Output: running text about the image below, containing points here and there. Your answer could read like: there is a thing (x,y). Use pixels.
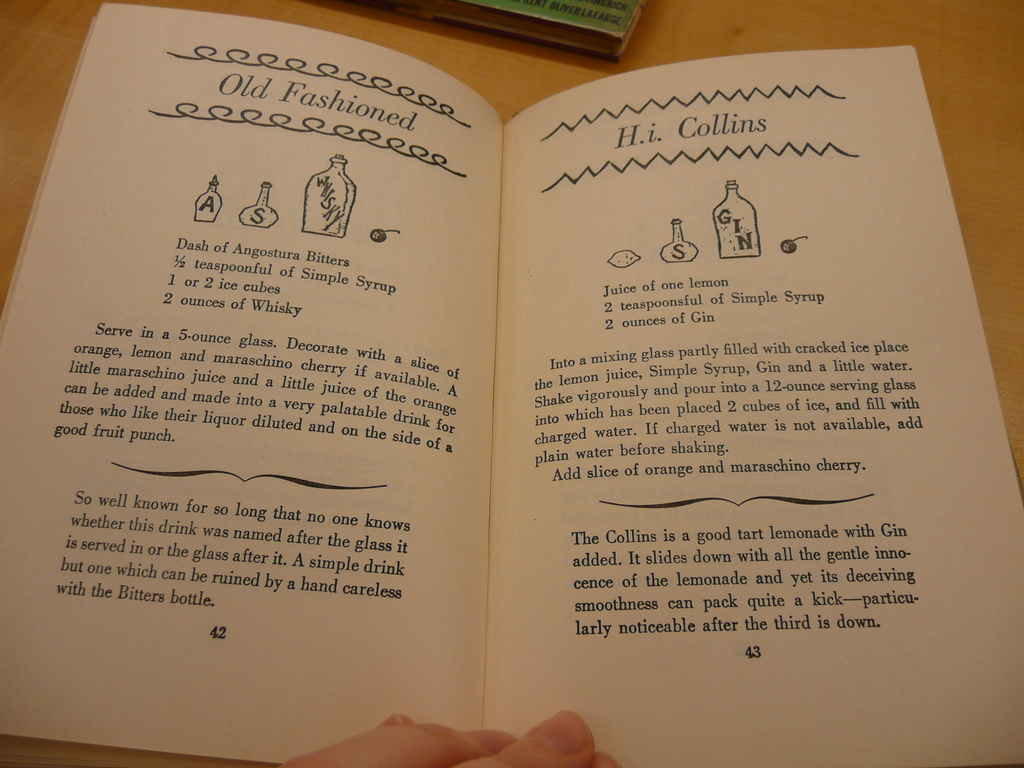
In this picture we can see a table (760,32). On the table (2,7) we can see the books (585,239). At the bottom of the image (389,747) we can see a person fingers (464,740).
